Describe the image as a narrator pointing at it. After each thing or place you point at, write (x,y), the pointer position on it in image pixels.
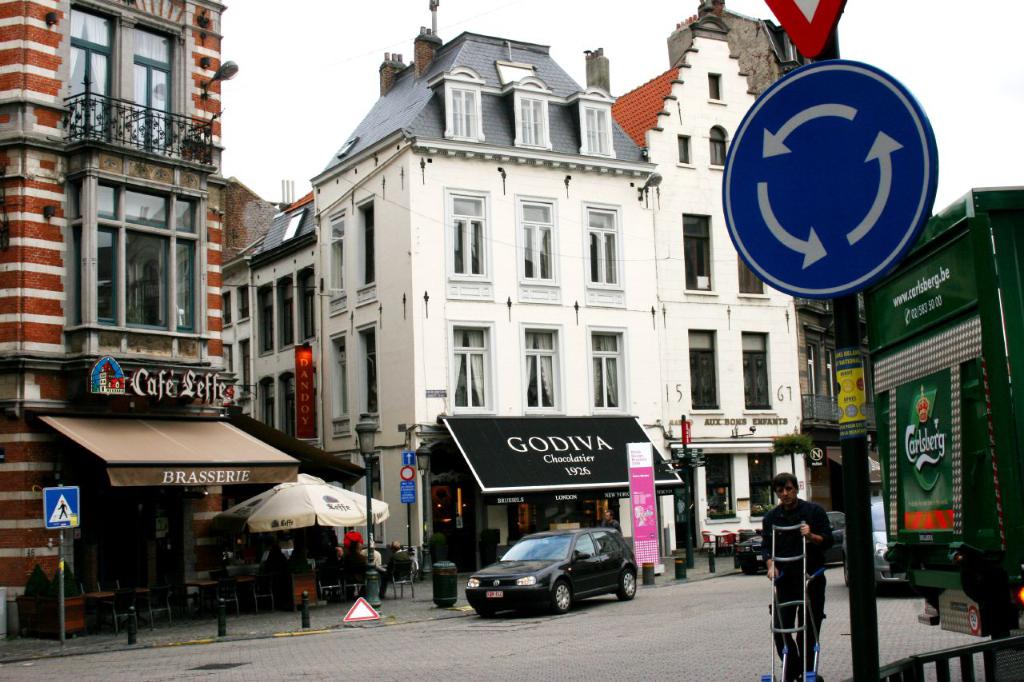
In this image there are buildings (368,333), beneath the buildings (325,413) there are coffee shops (164,455) and other shops (439,444), in front of the building (390,456) there are sign boards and cars (541,554) parked on the road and there are a few people (796,566) walking.
